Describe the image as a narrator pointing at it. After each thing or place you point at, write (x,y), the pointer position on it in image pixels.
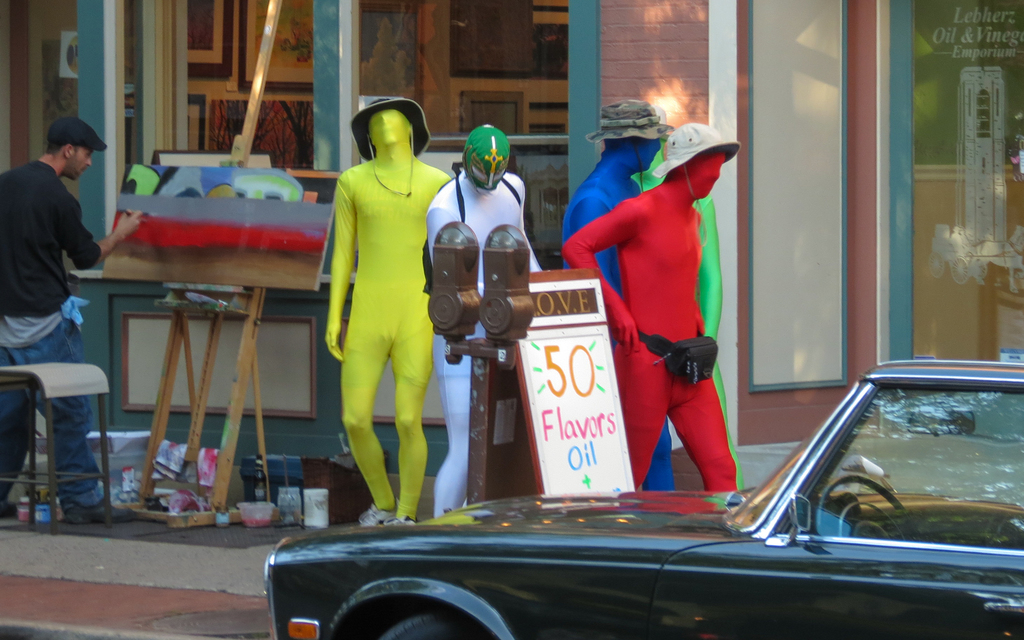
In this image on the right side (779,536), I can see a vehicle (642,578). On the left side (79,225) I can see a person (54,259) painting on the board (166,256). I can also see it looks like the statues (647,245). In the background (427,85), I can see the photo frames (254,58) on the wall (445,66).
